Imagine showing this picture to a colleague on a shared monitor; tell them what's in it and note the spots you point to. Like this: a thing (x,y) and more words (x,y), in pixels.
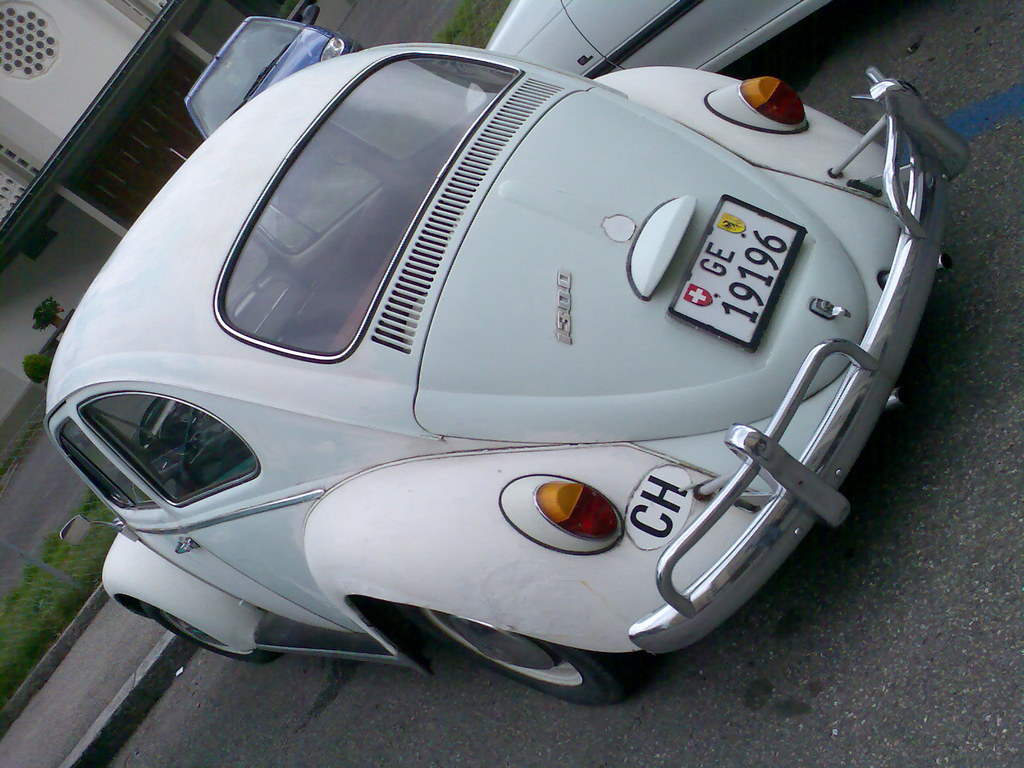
In this picture we can see cars (347,285) on the road (383,727), fence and grass (48,543). In the background of the image (83,161) we can see wall (90,98), door (90,173) and plants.
